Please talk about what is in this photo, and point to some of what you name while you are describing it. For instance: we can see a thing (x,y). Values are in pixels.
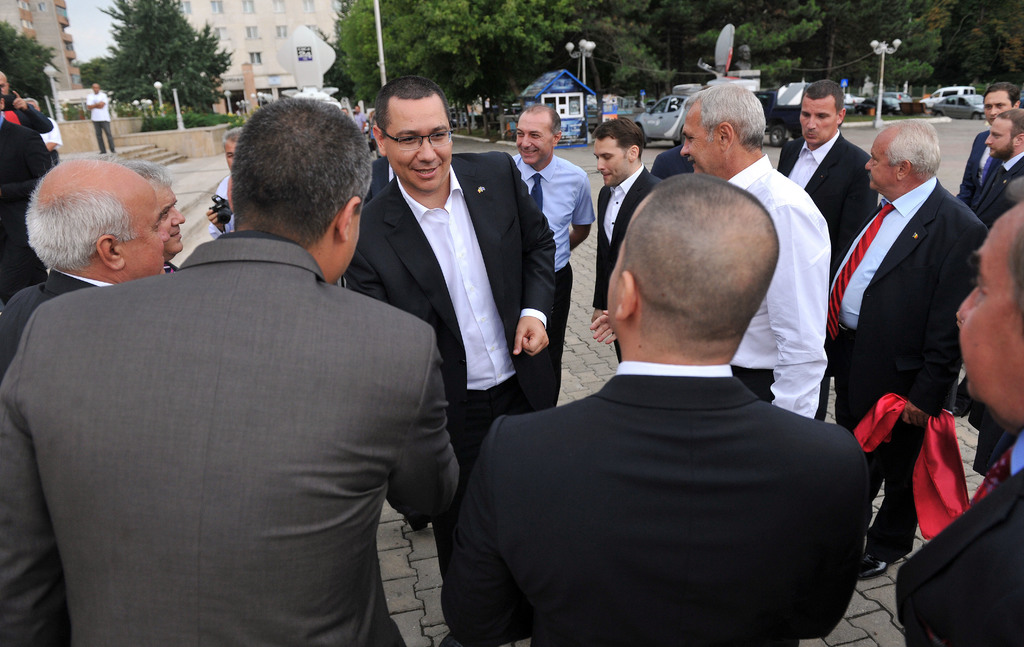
In this image we can see many people (707,386) and few people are holding some objects (221,221). There are many trees (944,70) and plants (197,123) in the image. There is a road (968,141) in the image. There is a sky (81,47) in the image. There are many vehicles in the image.
